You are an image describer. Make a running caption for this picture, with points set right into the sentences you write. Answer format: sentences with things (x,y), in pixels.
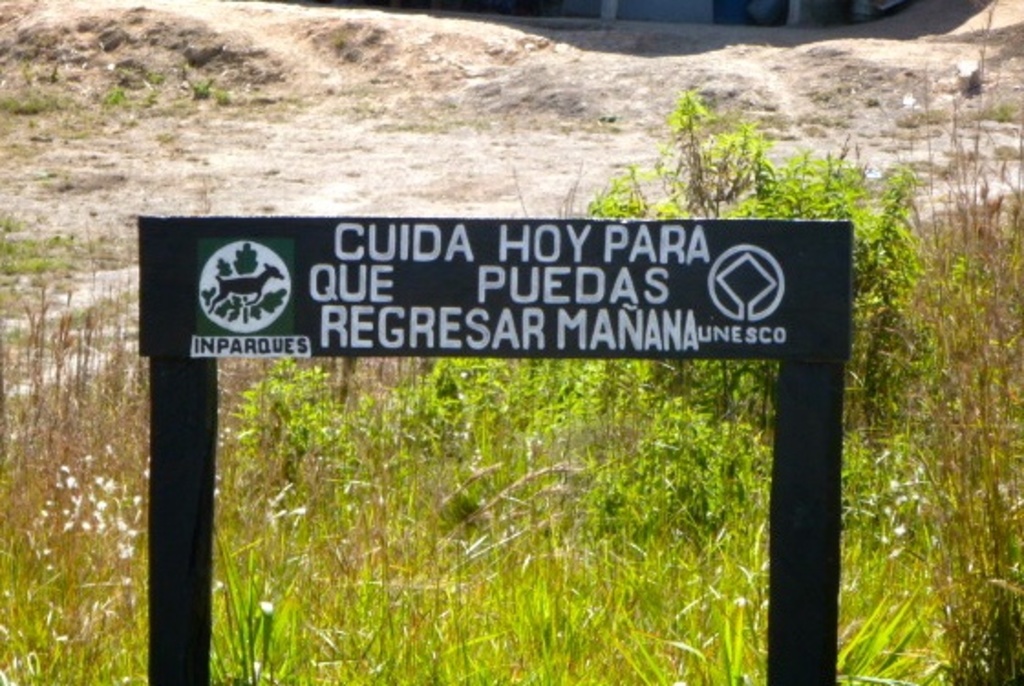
In this image I can see a black color board (793,294) and something is written on it. I can see a green grass (340,479) and a ground (542,89).
